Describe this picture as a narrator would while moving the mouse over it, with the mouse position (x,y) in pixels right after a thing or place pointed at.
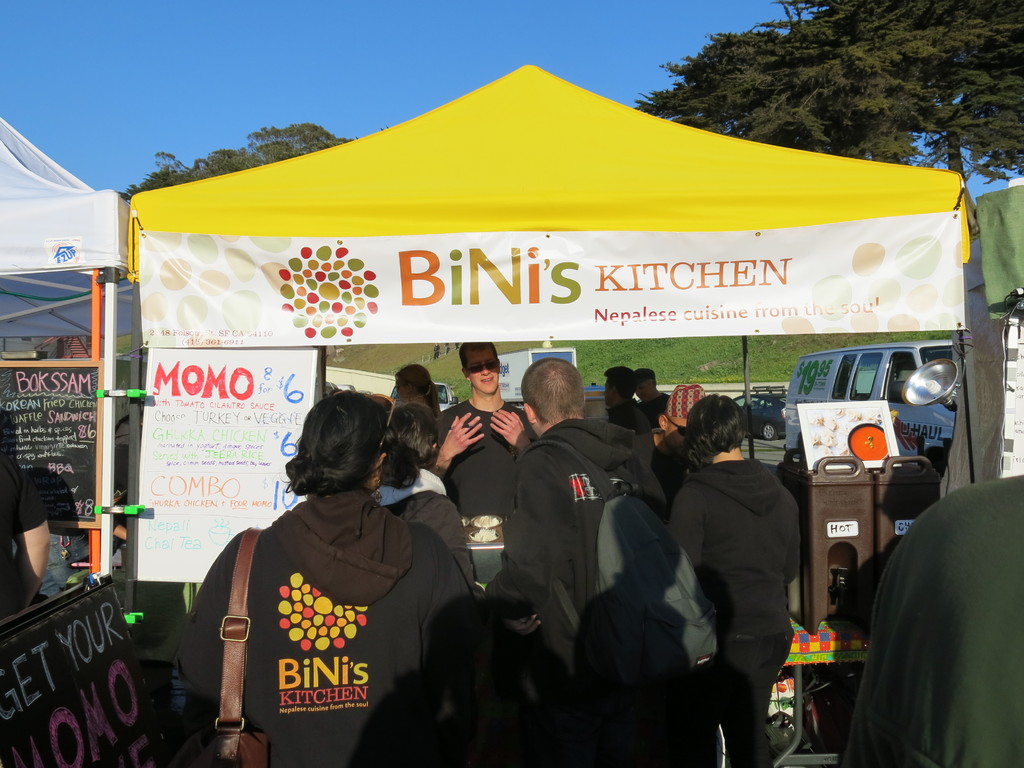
Here people (776,580) are standing, there are tents (897,214) and cars (843,397), these are trees (897,152) and a sky (226,53).
